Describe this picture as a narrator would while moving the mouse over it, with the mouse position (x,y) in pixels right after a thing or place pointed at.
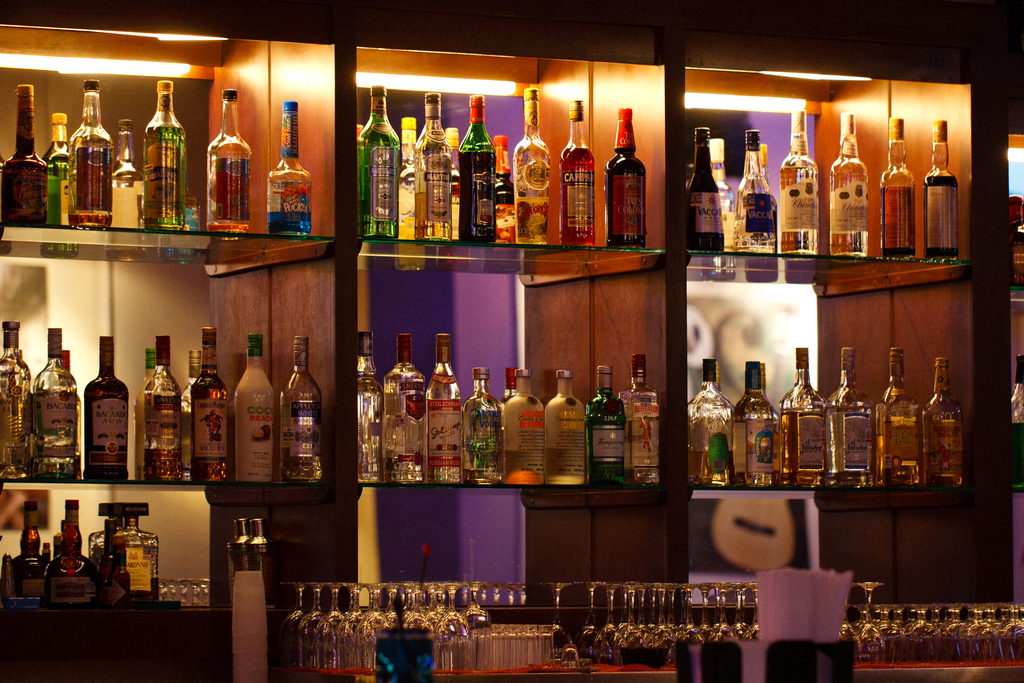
In this image i can see different types of bottles (469,463) which are on the shelves (493,254).
